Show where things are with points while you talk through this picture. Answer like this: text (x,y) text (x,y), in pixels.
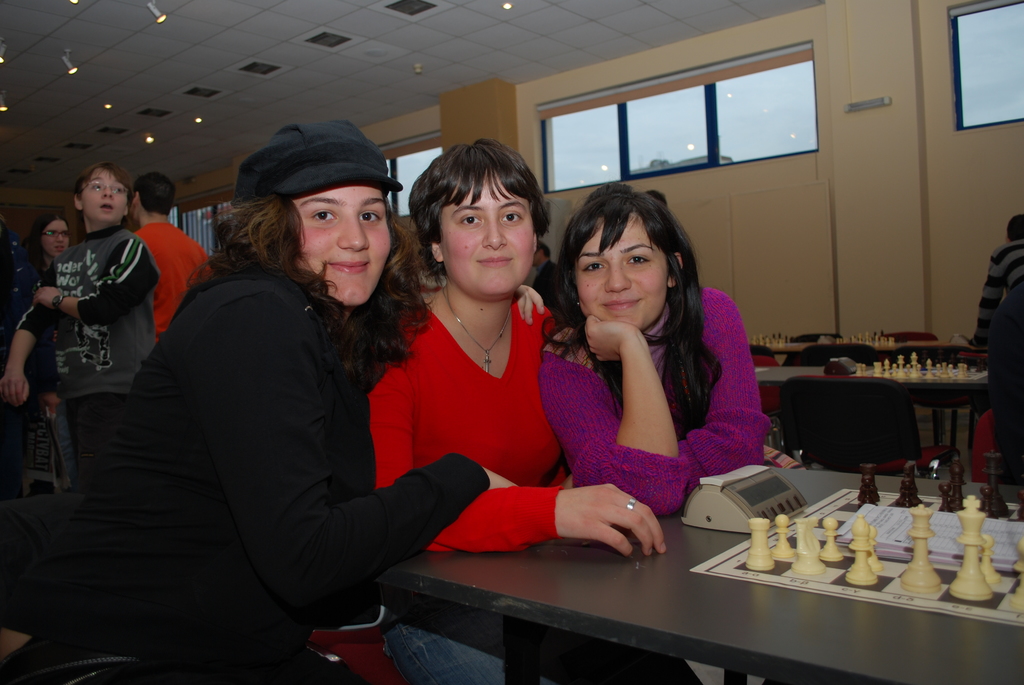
In front of the picture, we see three women (376,325) sitting on chair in front of the table (666,601) on which chess board (893,498) is placed and all the three of them are smiling. Behind them, we see many tables (781,368) and chairs (825,395). Behind them, we see cream color wall (831,164) and windows (662,111).
